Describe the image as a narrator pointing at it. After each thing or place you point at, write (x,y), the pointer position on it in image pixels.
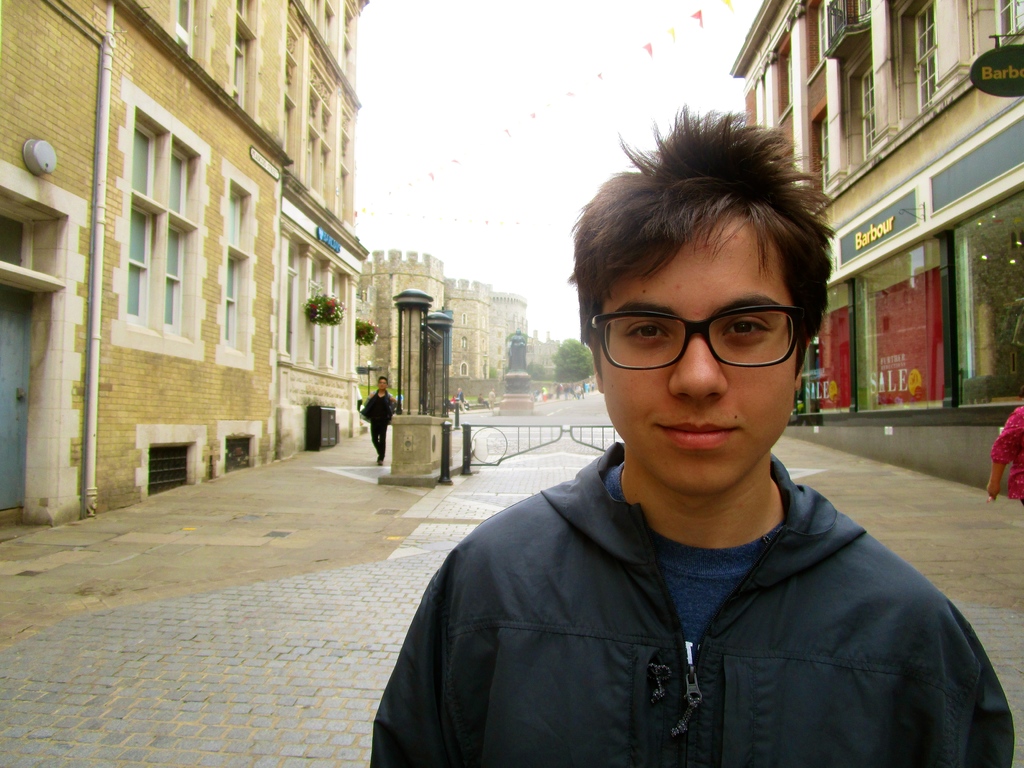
In this image we can see persons (567,534) walking on the road (405,521). In the background (490,190) there are buildings (132,172), pipelines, doors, pillars (304,354), stores (918,229), sky (524,203) and houseplants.
